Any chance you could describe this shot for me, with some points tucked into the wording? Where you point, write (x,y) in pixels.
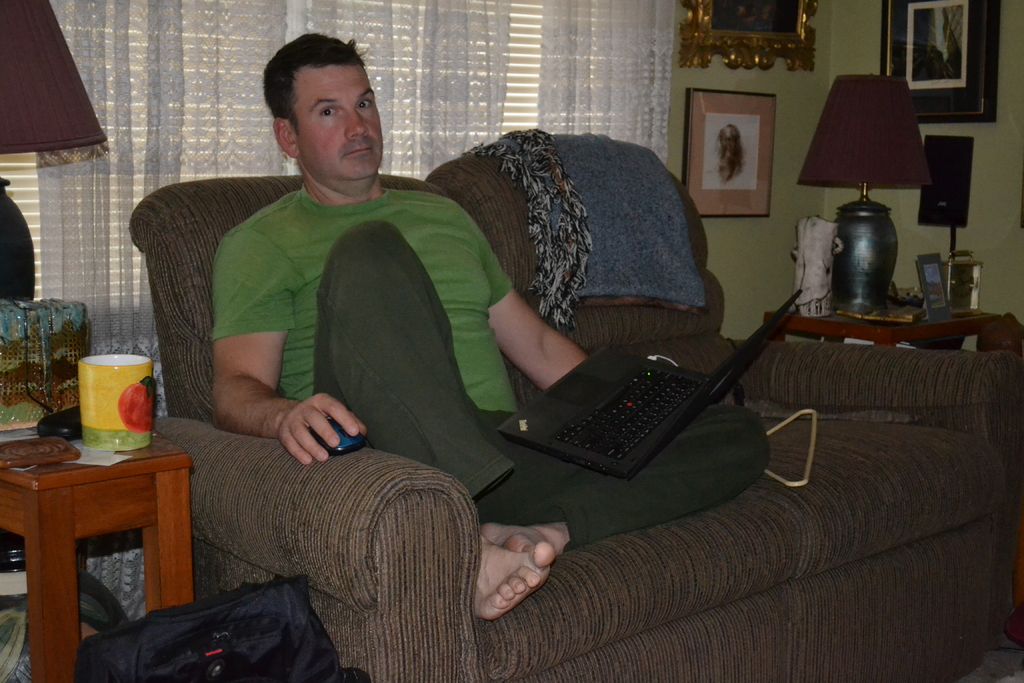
In this image I can see a man (329,63) is sitting on a sofa (404,495) and he is holding a mouse (367,435) and a laptop (641,395). In the background (890,251) I can see a lamp (846,284), a mug (117,443) and few frames (941,66) on these walls (803,84). I can also see a bag (242,624) and one more lamp (65,144) over here.
